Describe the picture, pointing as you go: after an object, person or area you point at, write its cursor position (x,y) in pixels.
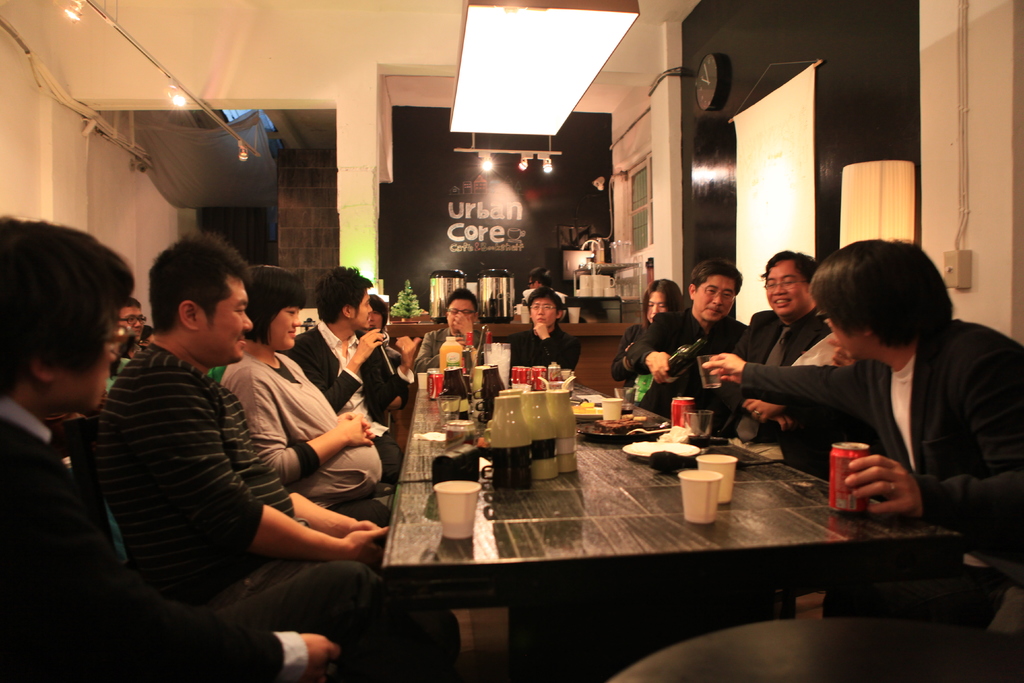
In the image we can see there are lot of people (953,512) who are sitting and there is a table (606,447) on which there are glasses (698,512) and on plate (620,433) there is a food item (629,421).
